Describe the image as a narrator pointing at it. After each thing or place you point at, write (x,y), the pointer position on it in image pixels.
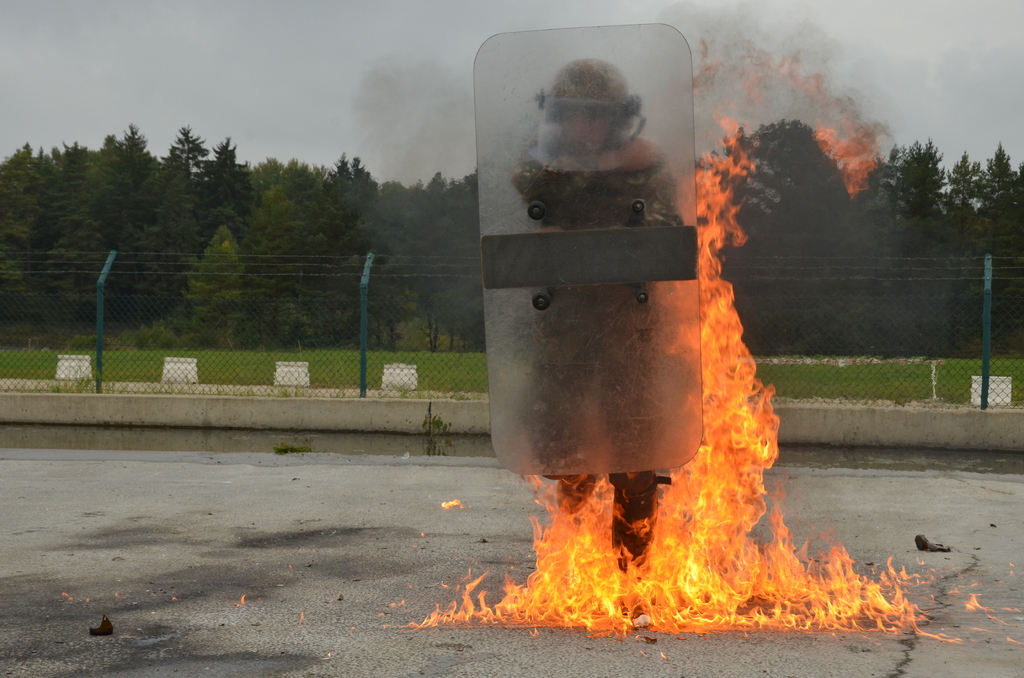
In this image we can see the person (600,194) holding the object (622,381). And we can see the fire (679,606), smoke (756,111). And we can see the trees (57,280). And we can see the clouds (102,50) in the sky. And we can see the metal fence (244,368). And we can see the road (16,639).
